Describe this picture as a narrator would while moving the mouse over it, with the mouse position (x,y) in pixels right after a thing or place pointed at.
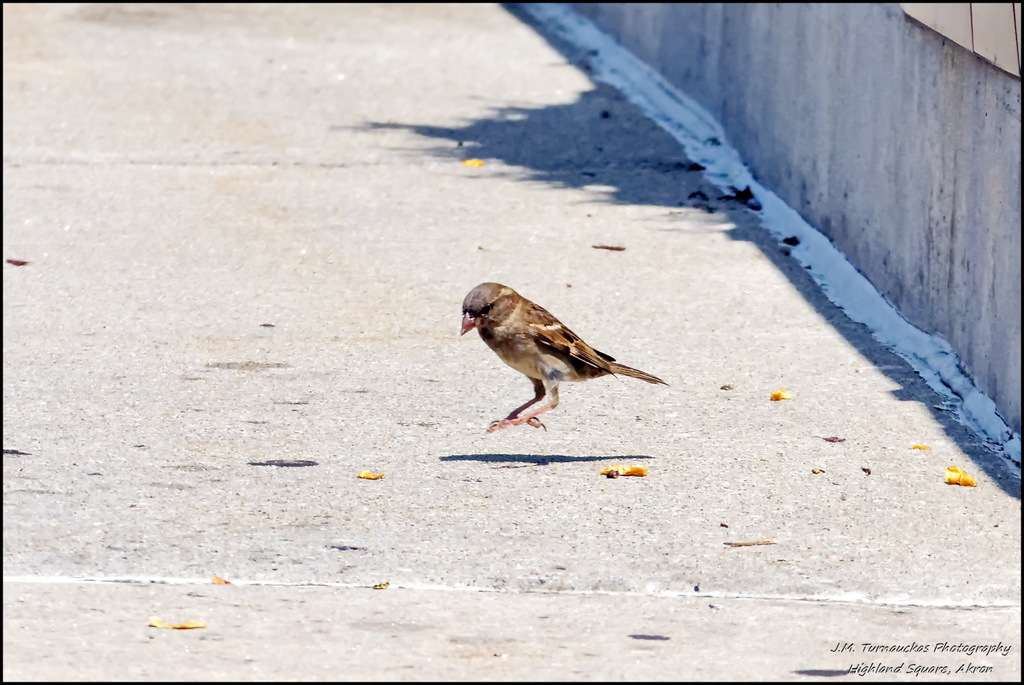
In this image we can see one bird (504,310) on the road (315,203), one wall (711,82), one object (994,40) on the wall (931,280), some text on this image and some flower petals (372,479) on the road (198,493).
